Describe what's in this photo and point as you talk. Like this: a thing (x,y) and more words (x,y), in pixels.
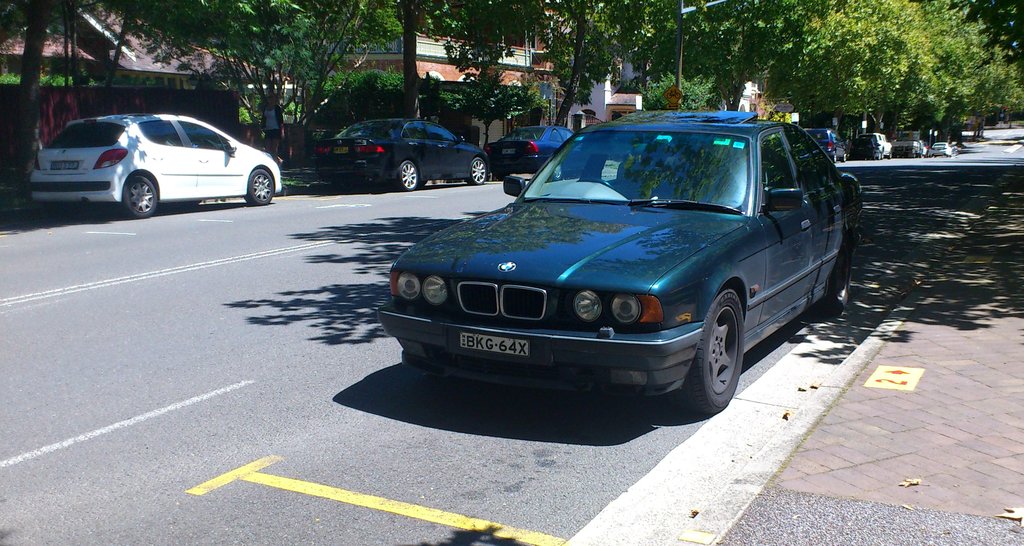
In this image I can see a road (222,261), on the road (85,324) I can see vehicles (790,161) parking on the road (74,310) and I can see trees (495,34) and building (398,62) at the top (164,65).
